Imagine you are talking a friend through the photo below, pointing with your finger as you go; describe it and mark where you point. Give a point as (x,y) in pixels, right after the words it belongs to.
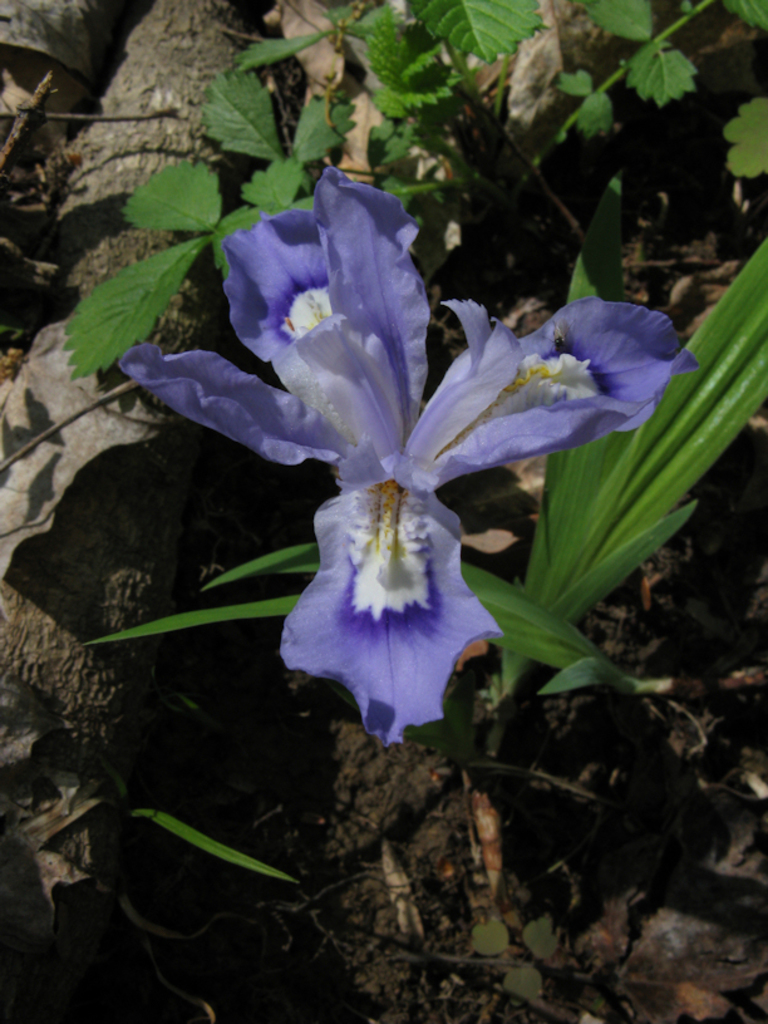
In this picture I can see the plants (454,119) in front (733,319) and I see the flowers (621,429) which are of white and purple color.
